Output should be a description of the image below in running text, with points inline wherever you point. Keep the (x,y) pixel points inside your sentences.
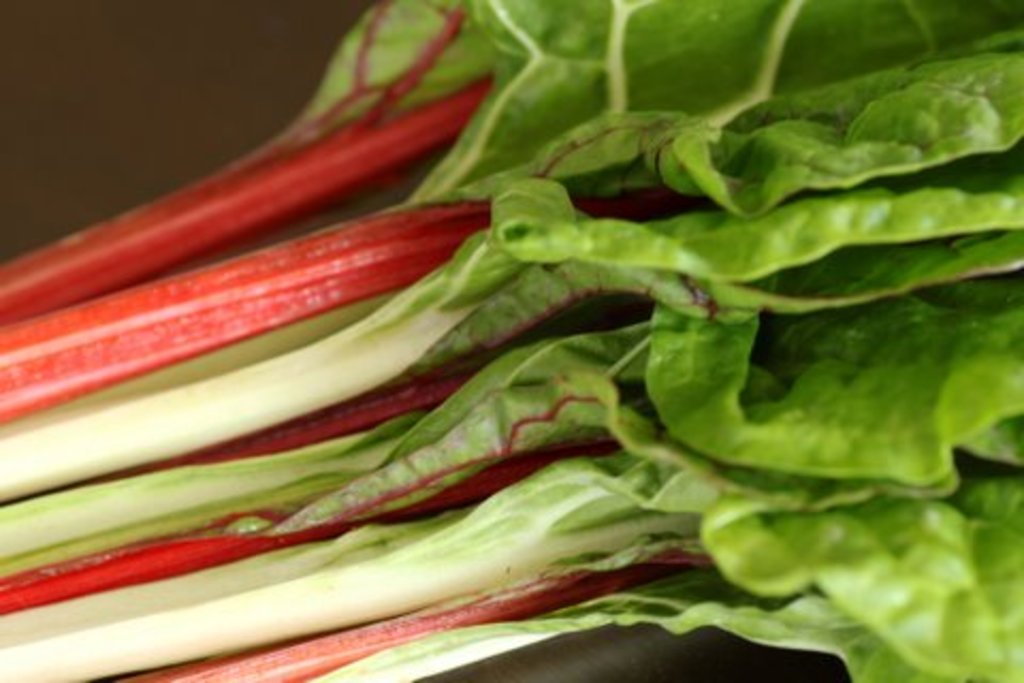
In this image I can see few green colour leaves (588,350).
